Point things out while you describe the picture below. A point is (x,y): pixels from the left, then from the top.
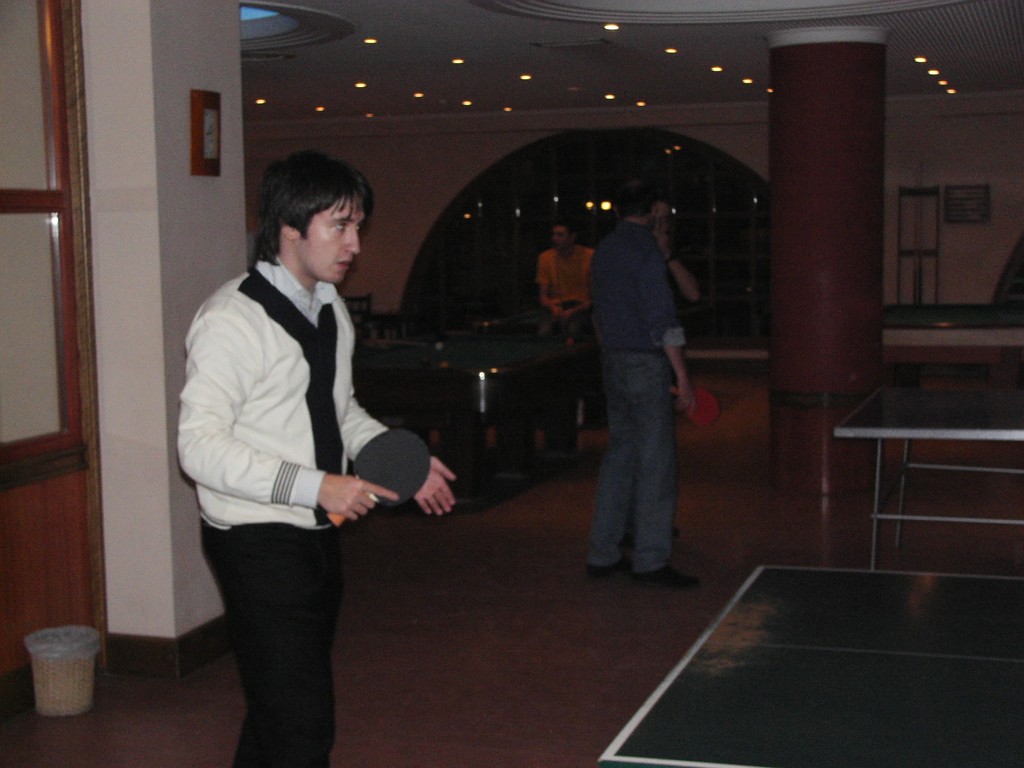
In this picture we can see group of people (308,438), in the middle of the given image a person (311,414) is holding a bat (394,462) in his hand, in front of the table (875,670), in the background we can see couple of lights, besides to him we can see a table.
